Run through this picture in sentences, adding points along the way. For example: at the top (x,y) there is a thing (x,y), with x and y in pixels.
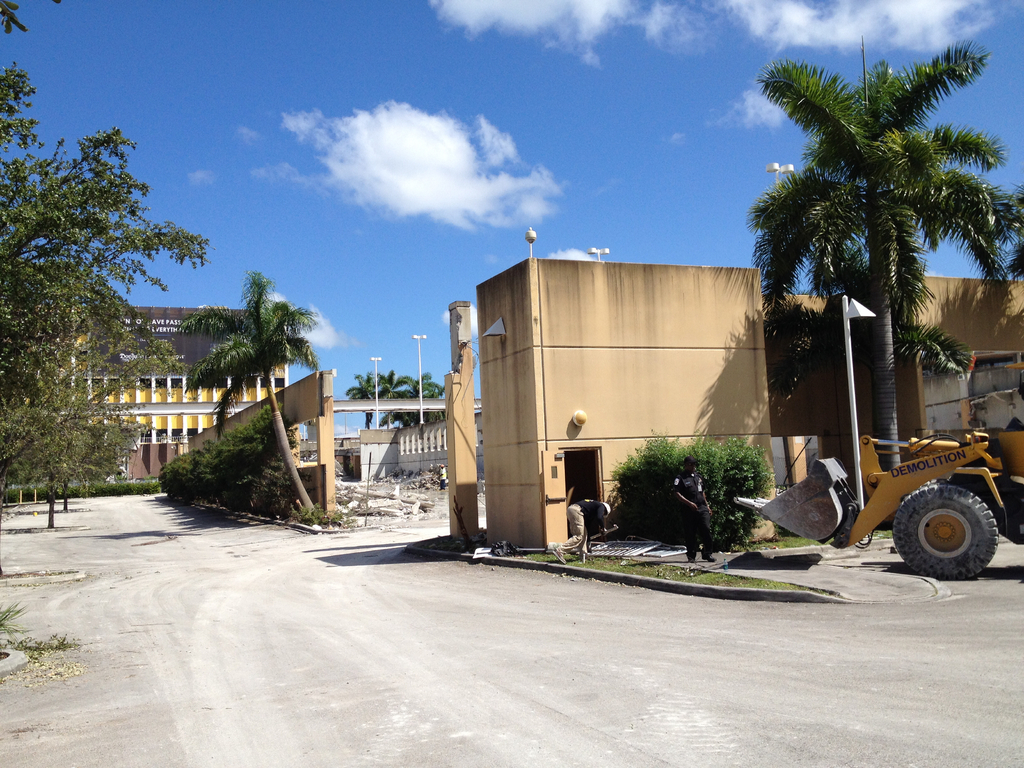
In this picture we can see the view of the yellow color wall (709,391) and bulldozer (940,527) in the front side (930,524). Behind we can see the coconut tree (876,333) and in the background (199,336) there is a building (134,475) and some trees (213,490).
